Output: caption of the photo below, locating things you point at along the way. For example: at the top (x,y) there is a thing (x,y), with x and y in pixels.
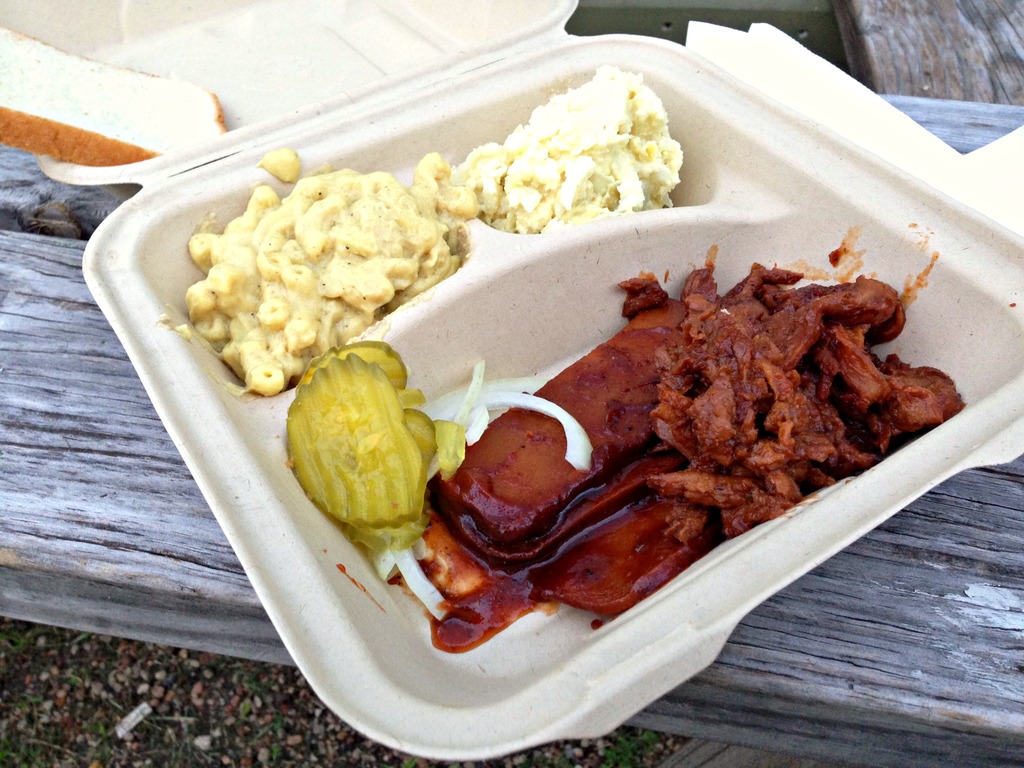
In this image, we can see food items (623,388) in the box (410,354), which is placed on the wooden surface (176,597). At the bottom (115,690), there is ground (112,684).
